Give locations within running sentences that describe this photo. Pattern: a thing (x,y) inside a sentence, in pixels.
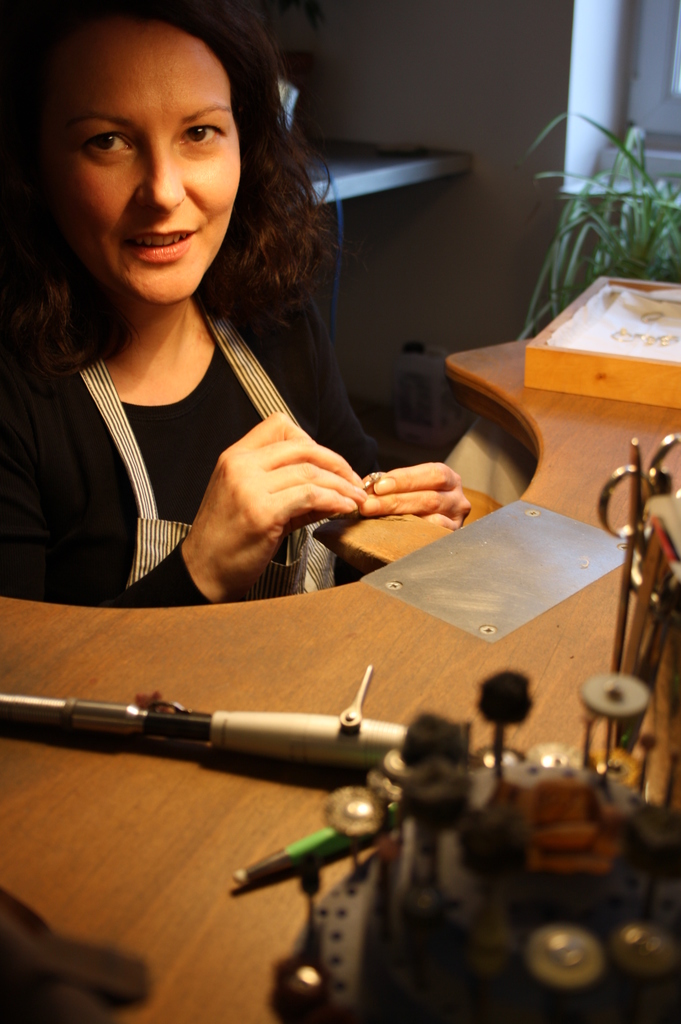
In this picture I can see the metal objects (232,718) on the wooden surface (359,684). I can see a person (191,276). I can see the plant (647,211) on the right side (610,204).
